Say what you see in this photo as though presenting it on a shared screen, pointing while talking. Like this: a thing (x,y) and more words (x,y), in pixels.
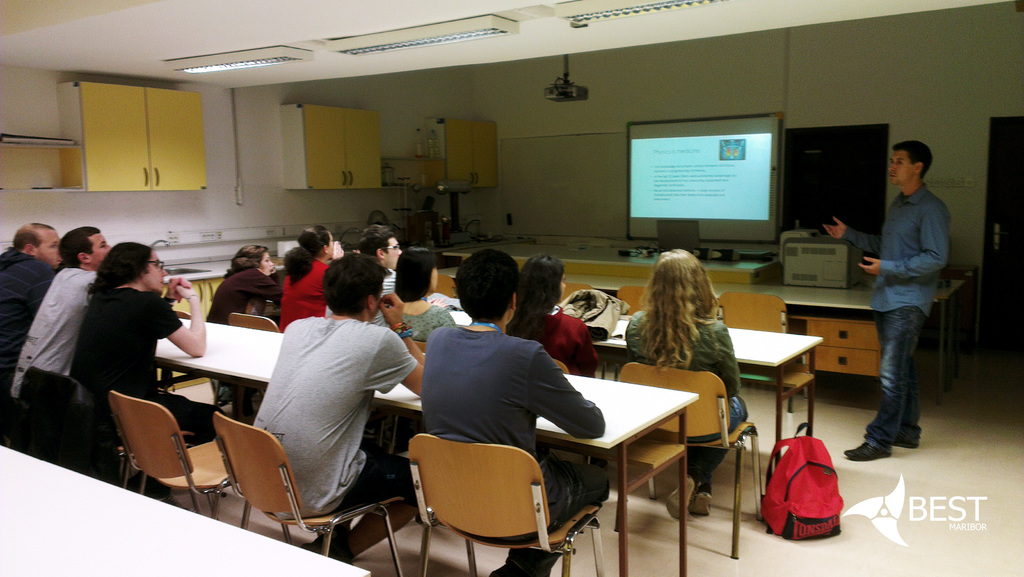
This is a picture inside the room (438,176). There are group of people (504,279), there is a person (901,239) standing and talking. At the back (697,170) there is a screen (697,170), at the top (584,87) there are lights (176,64) and projector (565,92) and at the right side of the image (1021,161) there is a door (1006,296), at the left side of the image (108,145) there are cupboard (375,163), at the bottom (792,486) there is a bag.
